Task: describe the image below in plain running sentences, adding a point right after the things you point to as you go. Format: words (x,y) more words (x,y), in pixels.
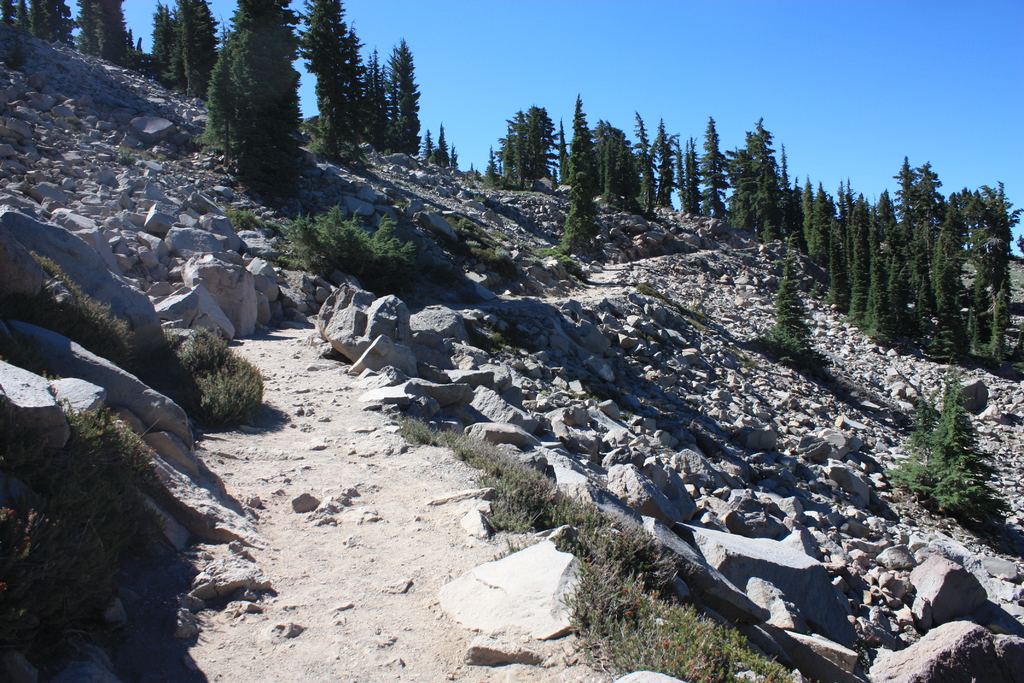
In this image at the bottom (623,472) there are some rocks (959,592), grass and sand (322,490), and in the background (331,115) there are trees (911,221). At the top (642,51) there is sky (648,54).
